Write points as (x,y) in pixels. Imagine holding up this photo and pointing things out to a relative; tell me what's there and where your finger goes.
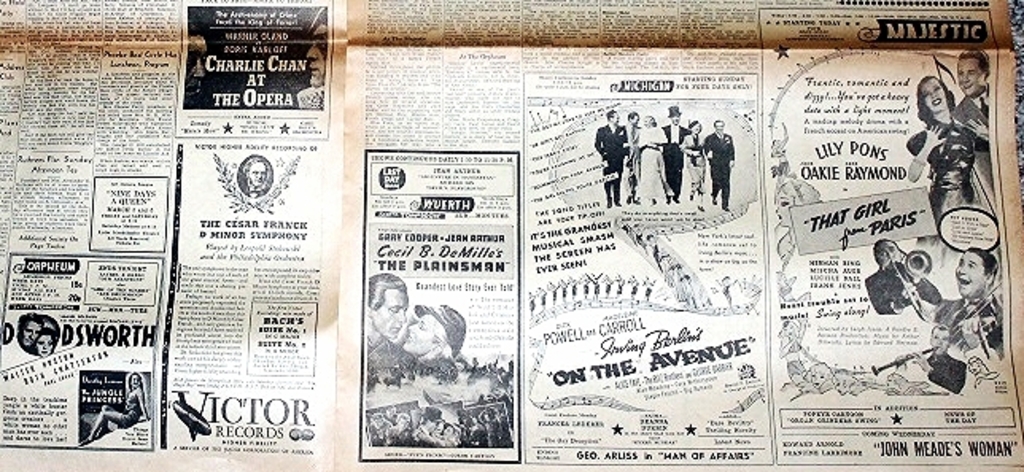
In this image I can see the newspaper articles (409,219) in which I can see few pictures (445,322) of persons (389,294). I can see few of them are standing, few are holding musical instruments (912,277), a woman (133,396) is sitting and I can see all of them are black and white pictures (648,239).
